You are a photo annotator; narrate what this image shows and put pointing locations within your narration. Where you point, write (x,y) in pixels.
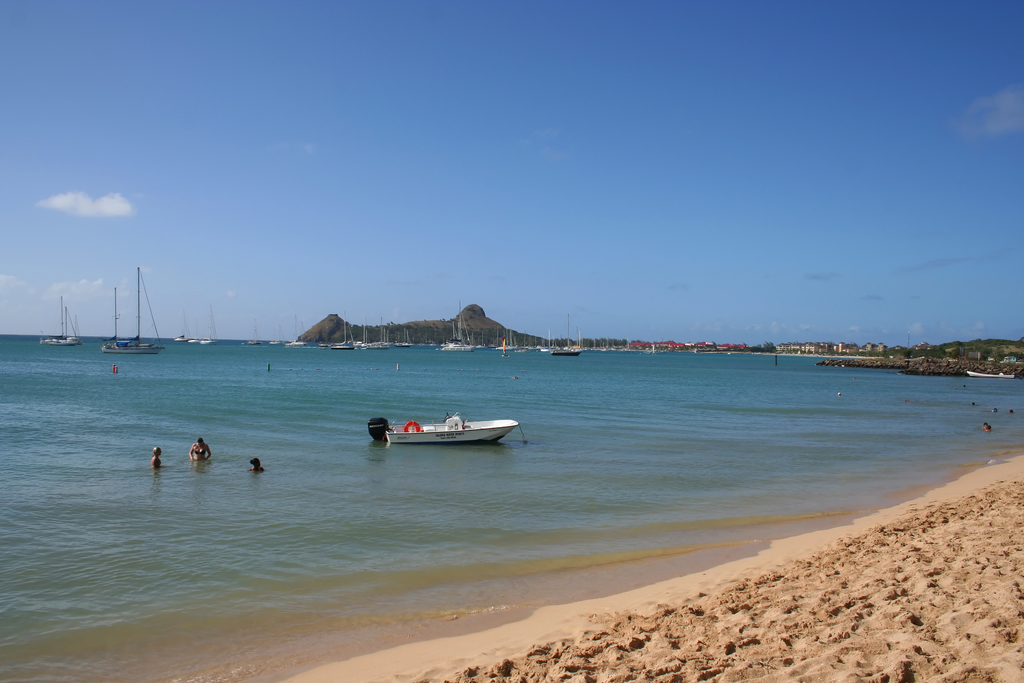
In the foreground of this picture (421,440), there is a boat (372,429) on the water (244,406) and few persons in the water (991,418). In the background (450,349), we can see boats (112,341), cliff (482,335), sky (171,215) and the cloud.
